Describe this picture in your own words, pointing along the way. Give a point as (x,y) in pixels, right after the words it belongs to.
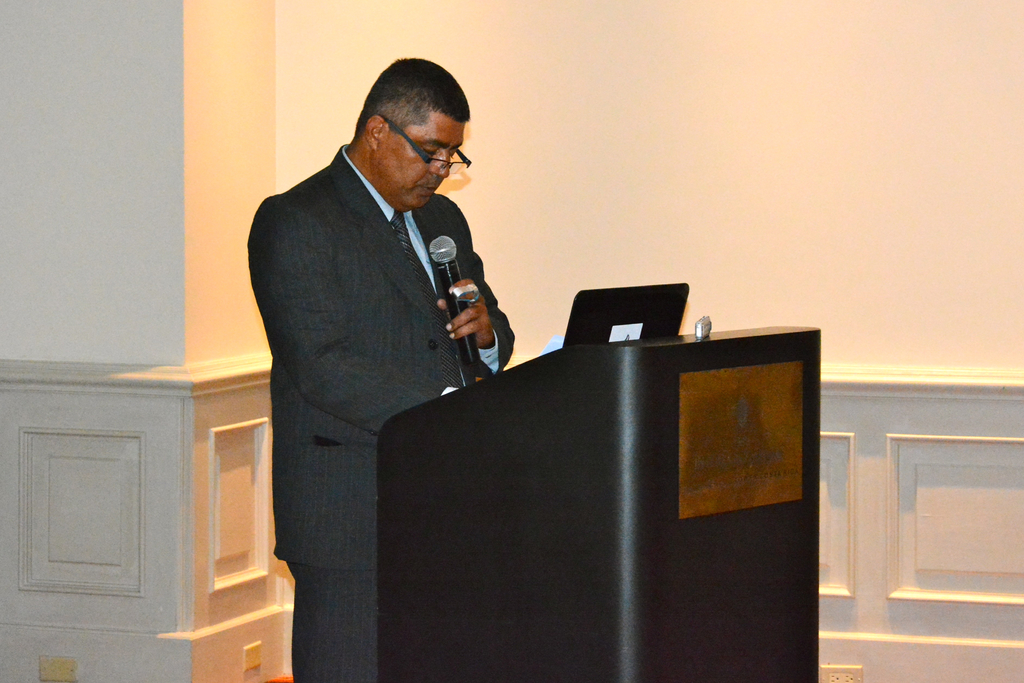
On the background (563,94) there is a wall (179,101) and pillar (153,161). We can see one man (270,275) standing holding a mike (449,304) in his hand (467,333) in front of a podium (638,412). He wore spectacles (438,169).
